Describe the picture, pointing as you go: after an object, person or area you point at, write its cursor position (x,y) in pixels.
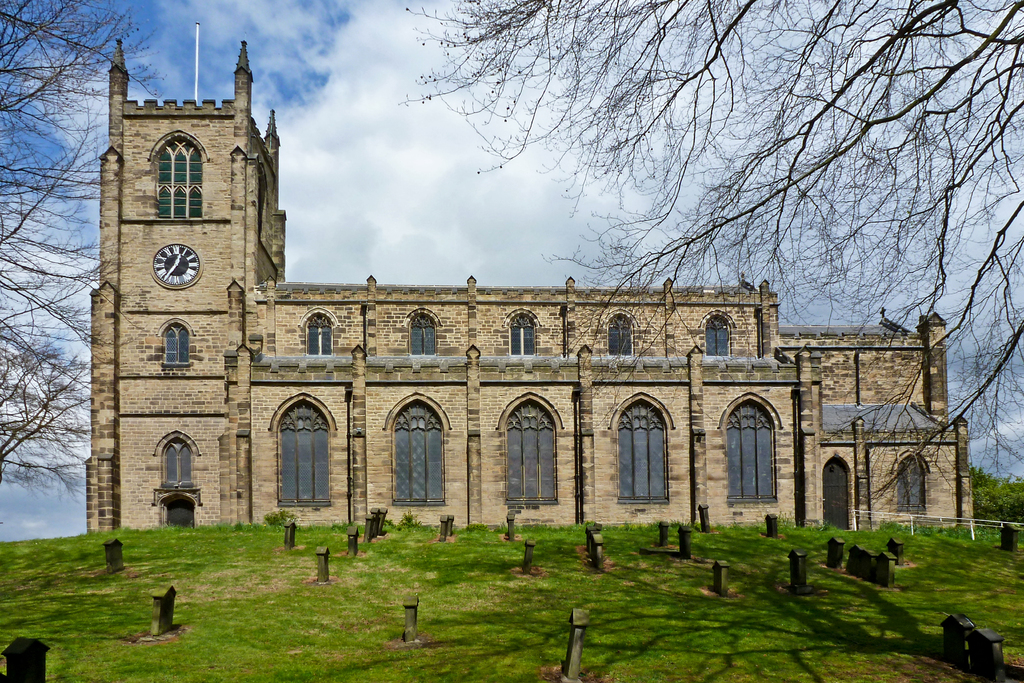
In this image I can see a graveyard (376,585). There is a building (435,421), there is grass (121,574), there are trees (673,218) and in the background (609,213) there is sky (338,148).
